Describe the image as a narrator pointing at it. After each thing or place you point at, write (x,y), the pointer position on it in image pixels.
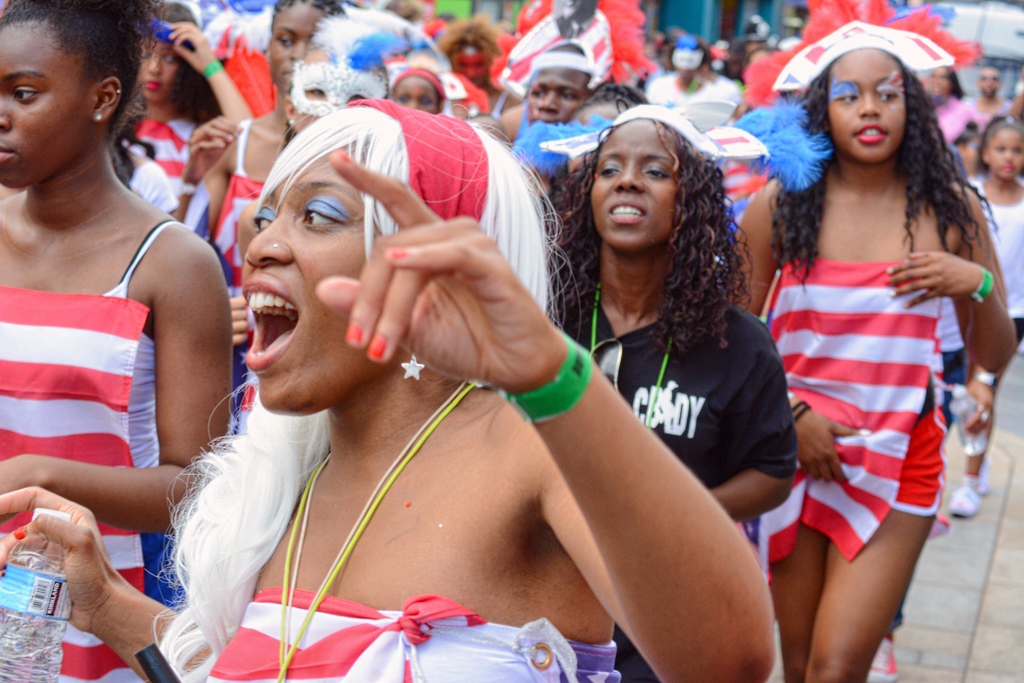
In this image I can see number of persons (409,357) wearing white, red and black colored dresses (702,386) are standing on the ground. I can see the blurry background.
